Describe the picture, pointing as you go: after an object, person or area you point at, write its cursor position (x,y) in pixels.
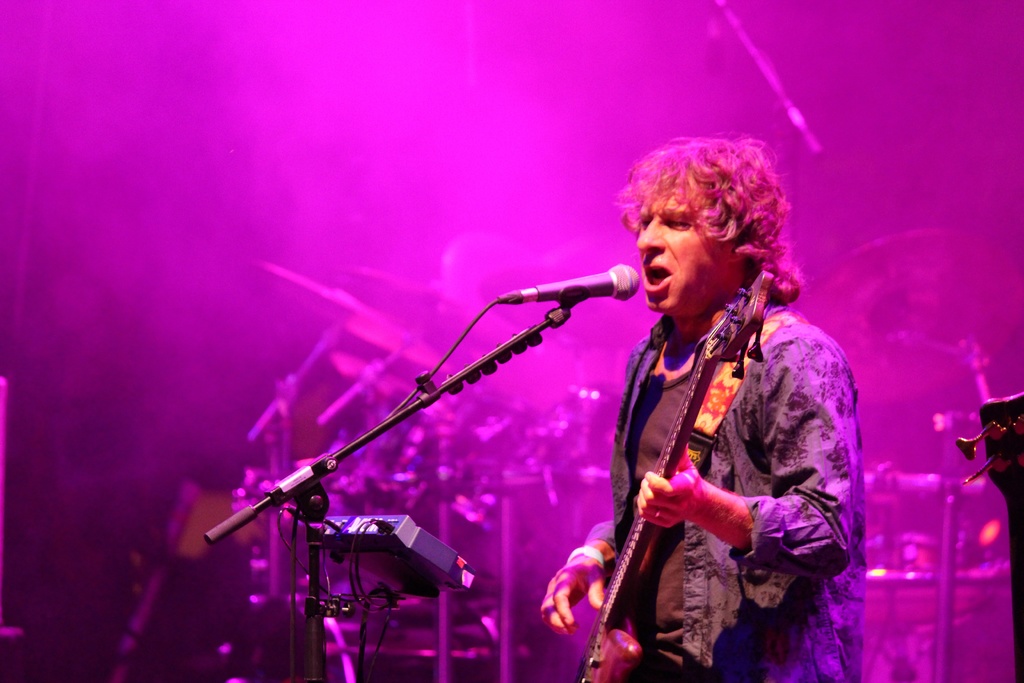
This man (710,245) is playing guitar (610,612) and singing in-front of mic (625,290). These are musical instruments (374,326).
